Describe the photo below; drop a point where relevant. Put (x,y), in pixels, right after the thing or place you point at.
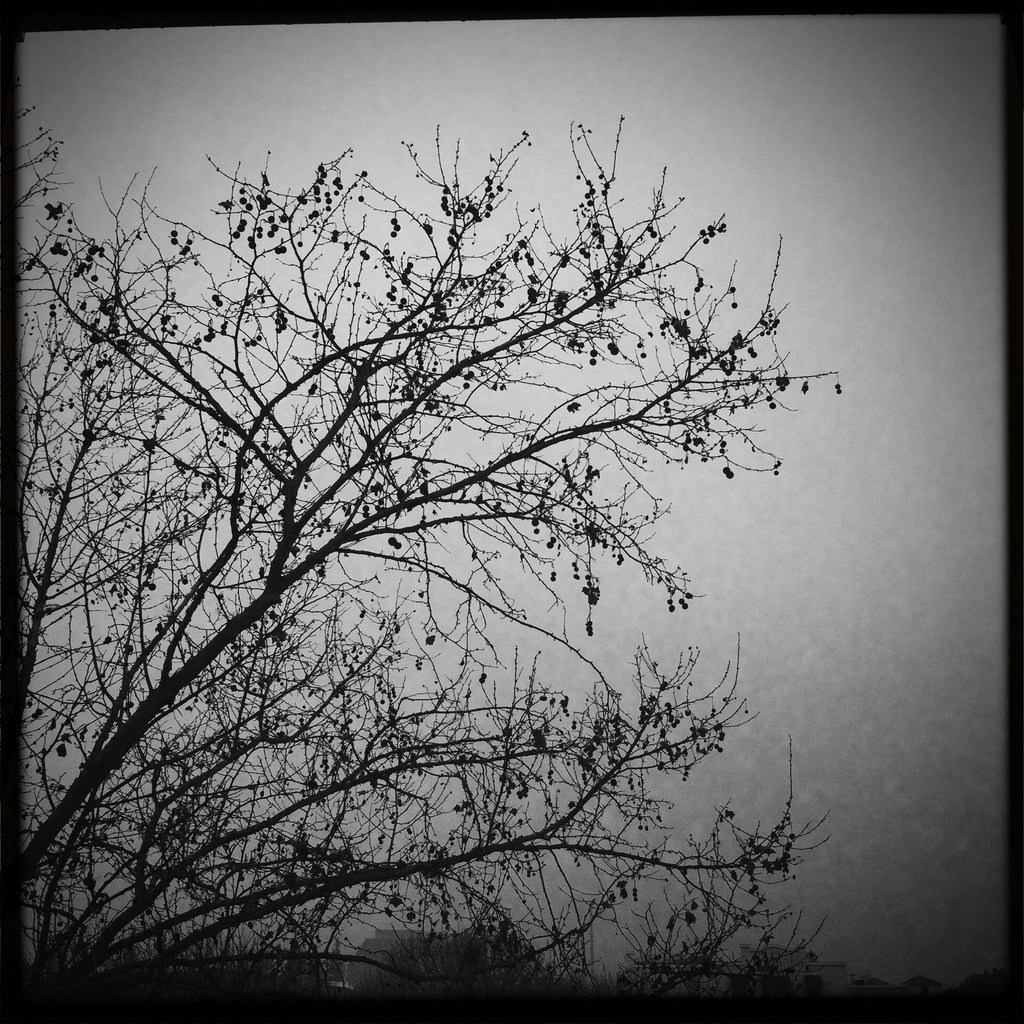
In this picture I can see a tree (130,948) and another tree branches (694,966). I can see a plain background (898,456).
